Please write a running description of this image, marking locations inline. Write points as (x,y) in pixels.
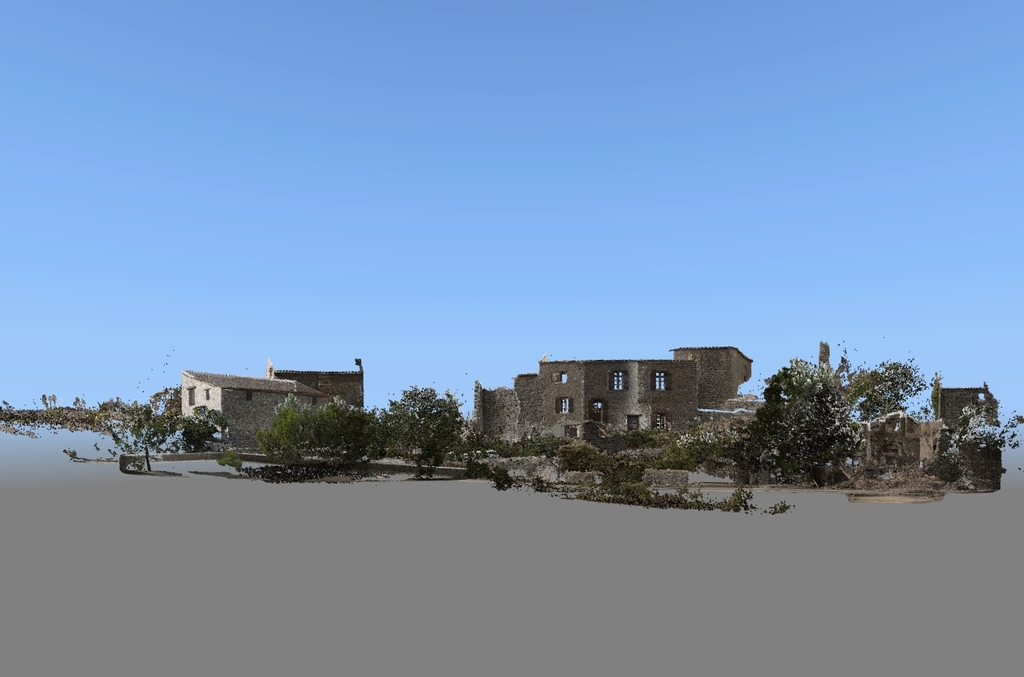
This is an edited image. In this image we can see trees (462,449) and buildings (224,431) with windows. At the top of the image (503,182) there is sky (563,201).
